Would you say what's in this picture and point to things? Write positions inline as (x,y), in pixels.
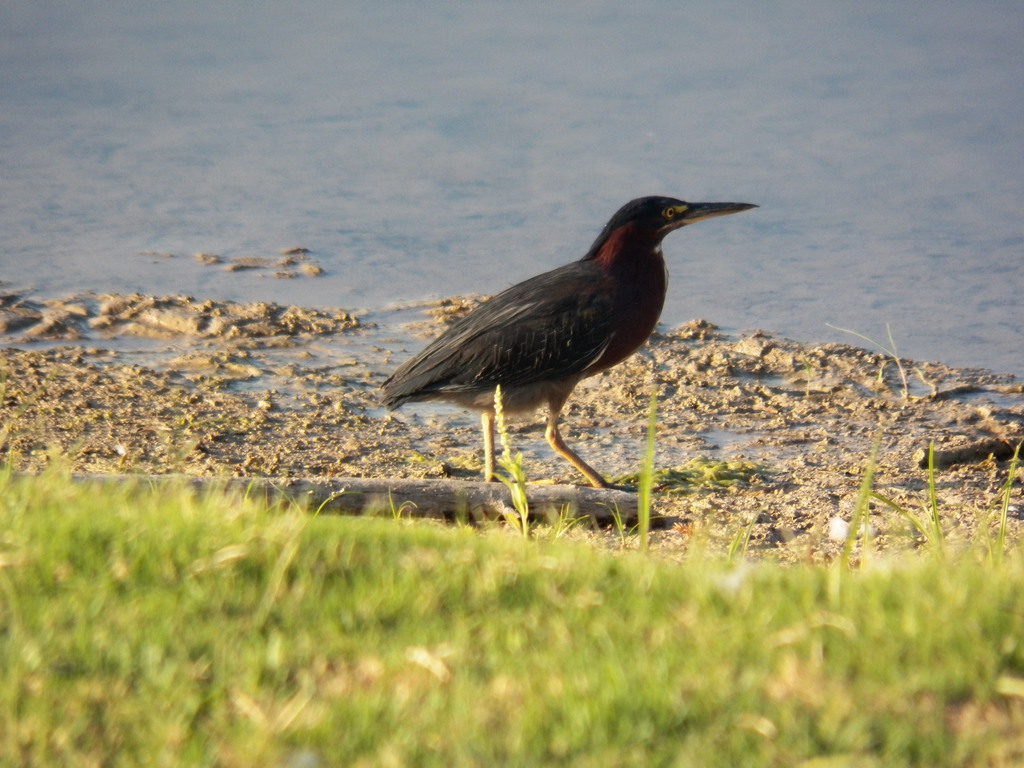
In the foreground of the image (747,756) we can see the grass (780,654). In the middle of the image (401,432) we can see a bird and the mud (254,360). On the top of the image (611,139) we can see water body (873,334).
